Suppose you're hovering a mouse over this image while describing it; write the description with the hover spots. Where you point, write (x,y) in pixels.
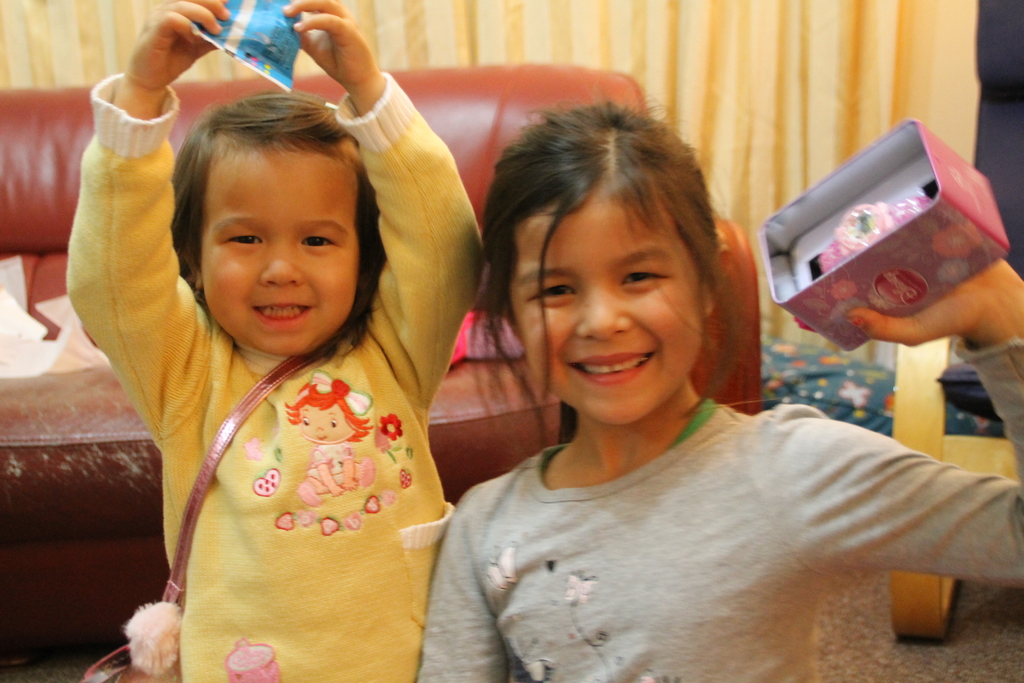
There is a baby (298,578) in yellow color t-shirt (305,612), holding a blue color packet (263,35) with both hands (302,25) and smiling, near a girl (731,521) who is in gray color t-shirt (654,526), holding a box (889,153) and smiling. Back to them, there is a brown color sofa (14,387), on which, there are some objects (26,358), near a curtain (832,81) and other objects (814,350).
